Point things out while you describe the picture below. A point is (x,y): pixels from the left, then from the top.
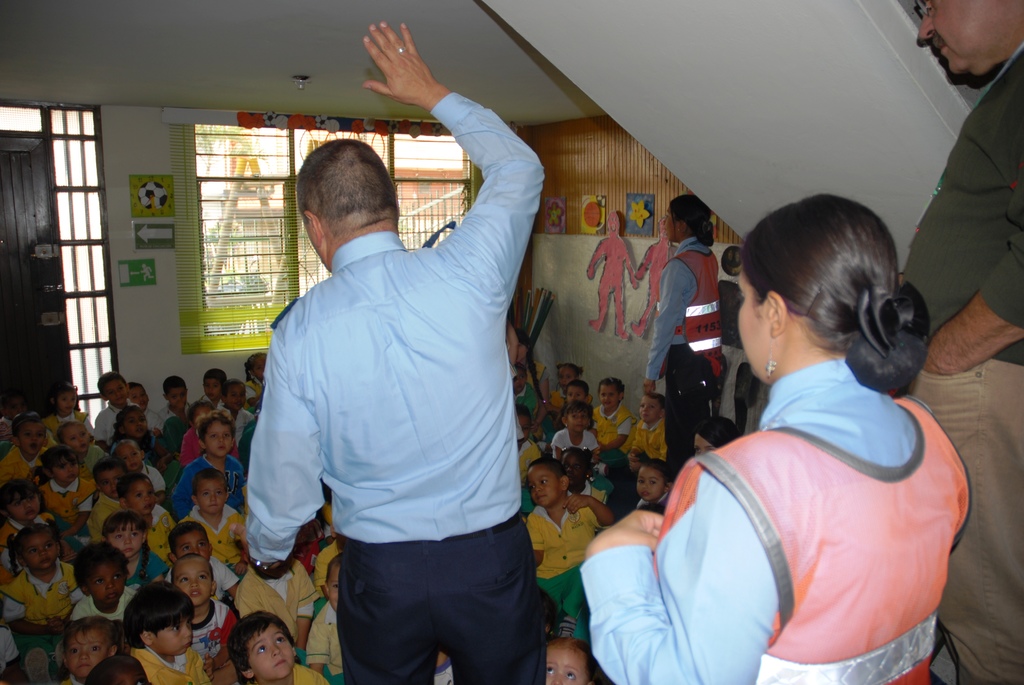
In this image I can see a person (359,289) standing on the floor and this is a picture in side view of a room (624,376) and there are few children's (222,458) sitting on the floor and I can see four persons (776,282) on the right side (687,409), at the top (104,96) I can see window (316,137) wall (133,172) and roof (498,63).
